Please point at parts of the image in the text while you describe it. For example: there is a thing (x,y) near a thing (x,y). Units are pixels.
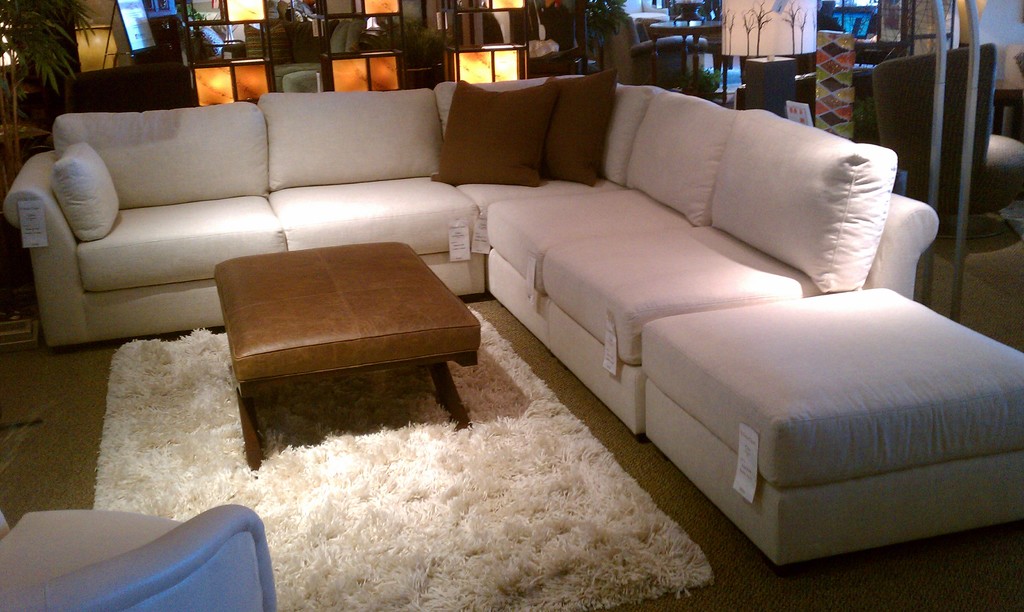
In the given image we can see sofa (343,165) and a table (351,300), there is a carpet (548,519) which is in white color, back of sofa (74,143) there is a plant (11,54).
